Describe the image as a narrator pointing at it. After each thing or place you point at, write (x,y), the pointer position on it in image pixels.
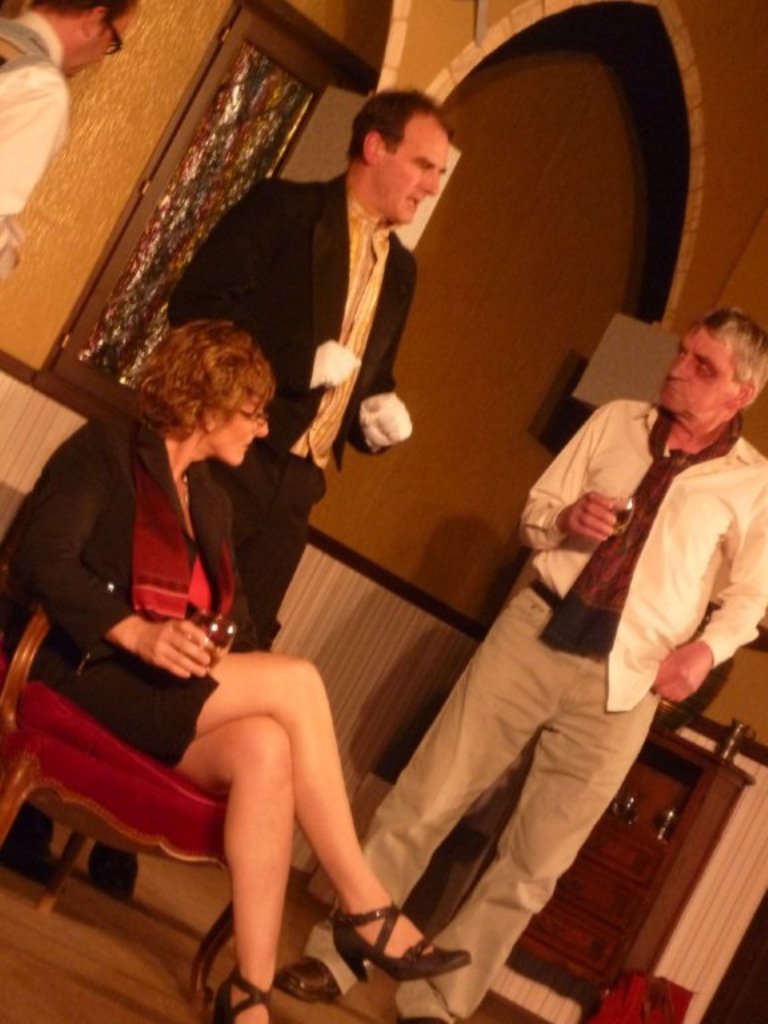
This image is taken indoors. At the bottom of the image (131,941) there is a floor (99,950). In the background (408,352) there is a wall (465,261) and there is a window (189,207). There is a table (662,857) with a few things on it. On the left side of the image (77,45) there is a man (89,37). On the right side of the image (563,665) a man (563,665) is standing and he is holding a glass (617,522) in his hand (578,538). In the middle of the image (284,460) a man (294,445) is standing and a woman (315,800) is sitting on the chair (141,774) and she is holding a wine glass (221,648) in her hand (186,669).
